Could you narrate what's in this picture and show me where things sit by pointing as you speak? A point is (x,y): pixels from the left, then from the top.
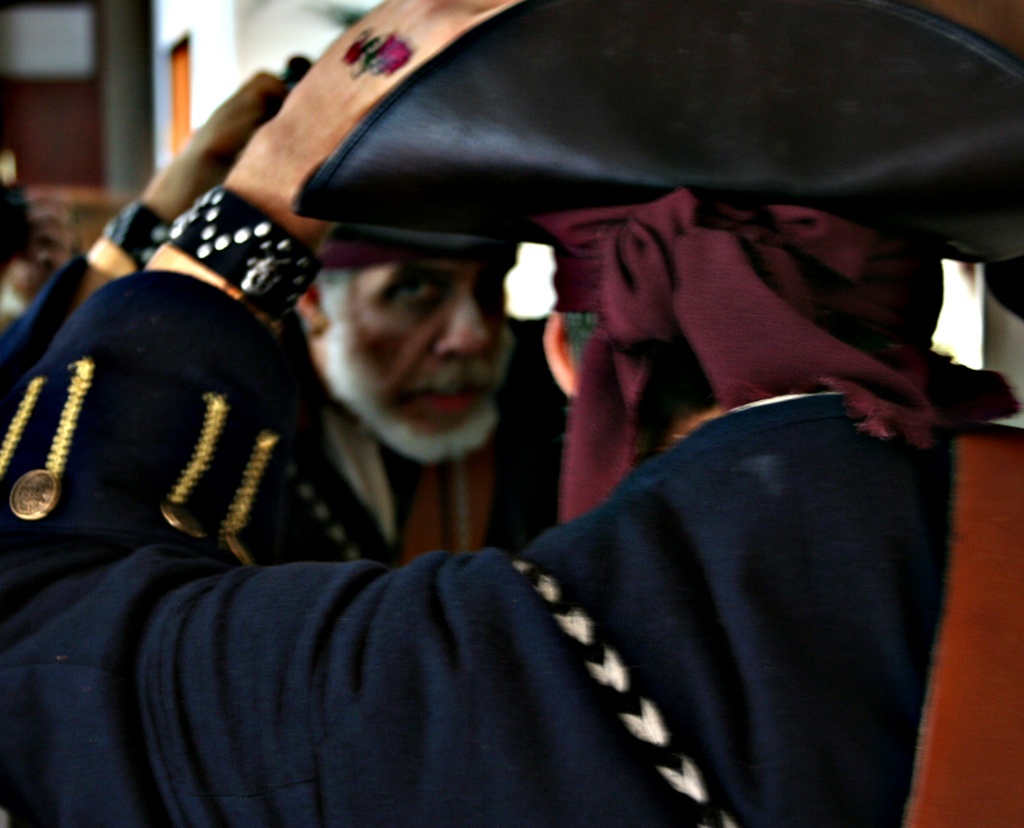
There is a person (658,581) wearing a hat (617,204) and wristband (255,221). In front of him there is a mirror (476,312) with reflection (444,366) of that person (409,350).
